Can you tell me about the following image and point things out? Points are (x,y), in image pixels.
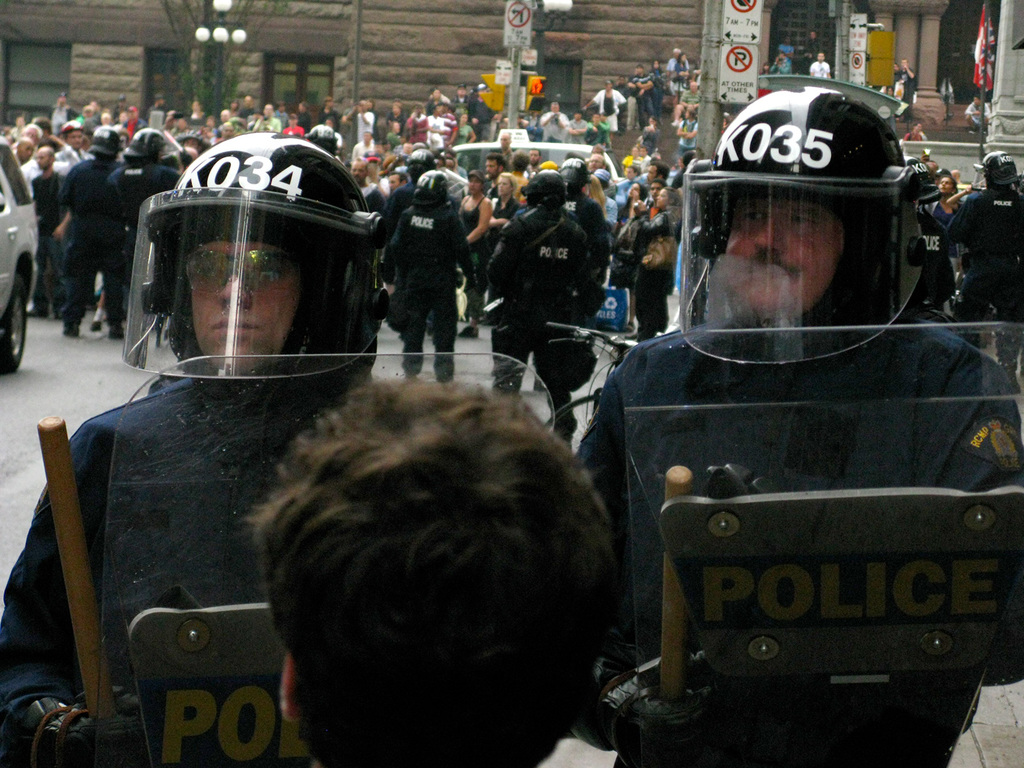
In the image we can see there are people (41,235) standing on the road (40,387) and they are holding sticks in their hand (86,718). Behind there is a building (412,57).
